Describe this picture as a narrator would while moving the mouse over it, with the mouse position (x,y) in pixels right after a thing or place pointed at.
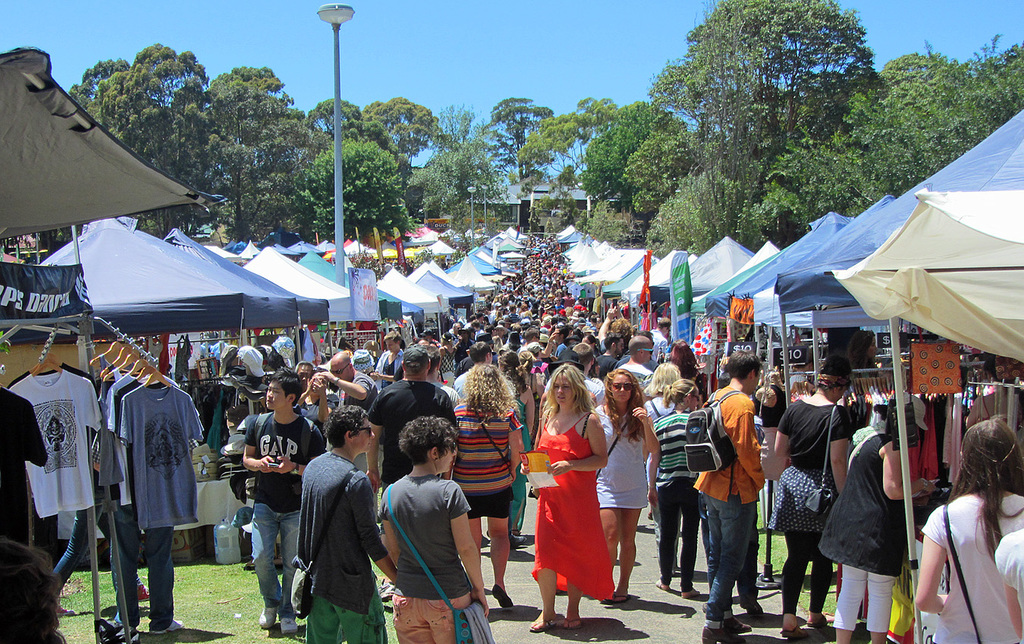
In this picture we can see a group of people (398,520) on the ground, here we can see tents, clothes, electric poles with lights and some objects (235,507) and in the background (878,160) we can see trees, sky (995,16).
